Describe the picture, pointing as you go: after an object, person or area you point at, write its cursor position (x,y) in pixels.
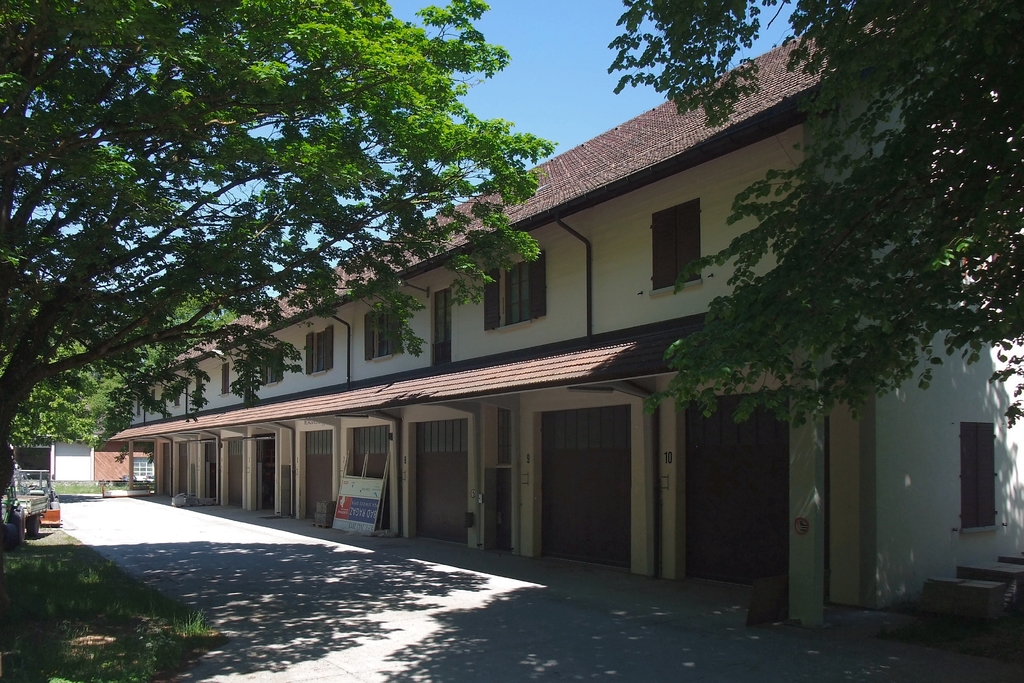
In the picture I can see some buildings (640,418), trees (78,186) and grass (51,581) and boards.
